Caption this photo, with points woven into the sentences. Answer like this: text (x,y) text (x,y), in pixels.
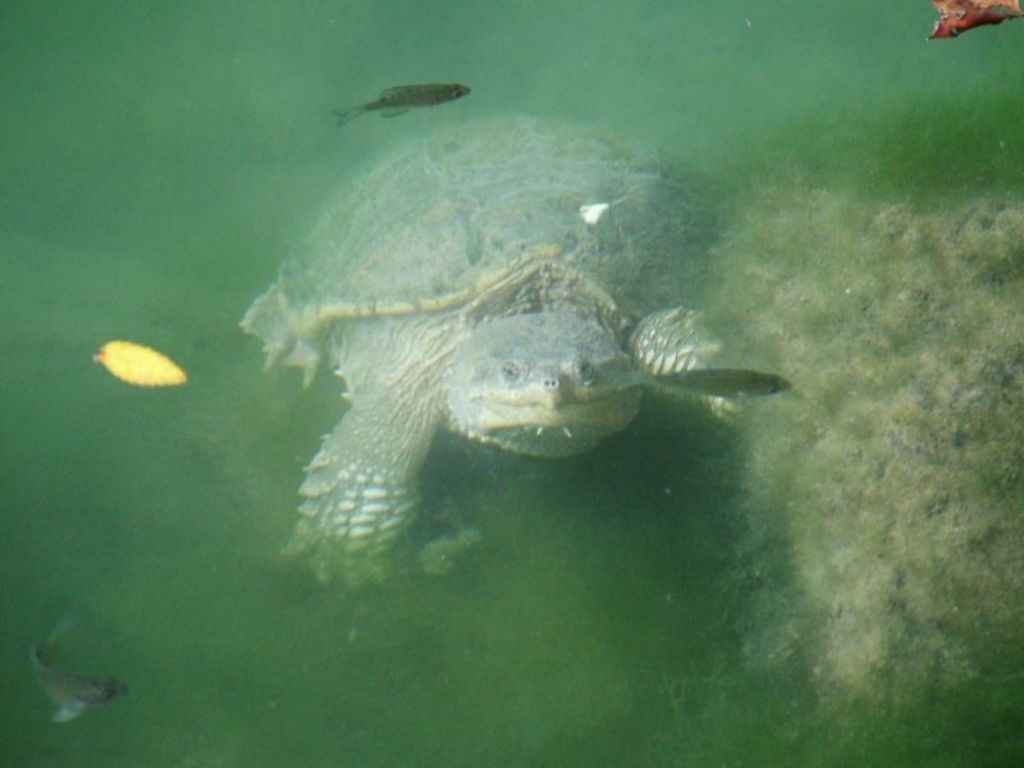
In this picture there is a tortoise (315,223) and there are fishes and there are leaves (979,12) and there might be a marine plant (816,530) in the water (299,514).
